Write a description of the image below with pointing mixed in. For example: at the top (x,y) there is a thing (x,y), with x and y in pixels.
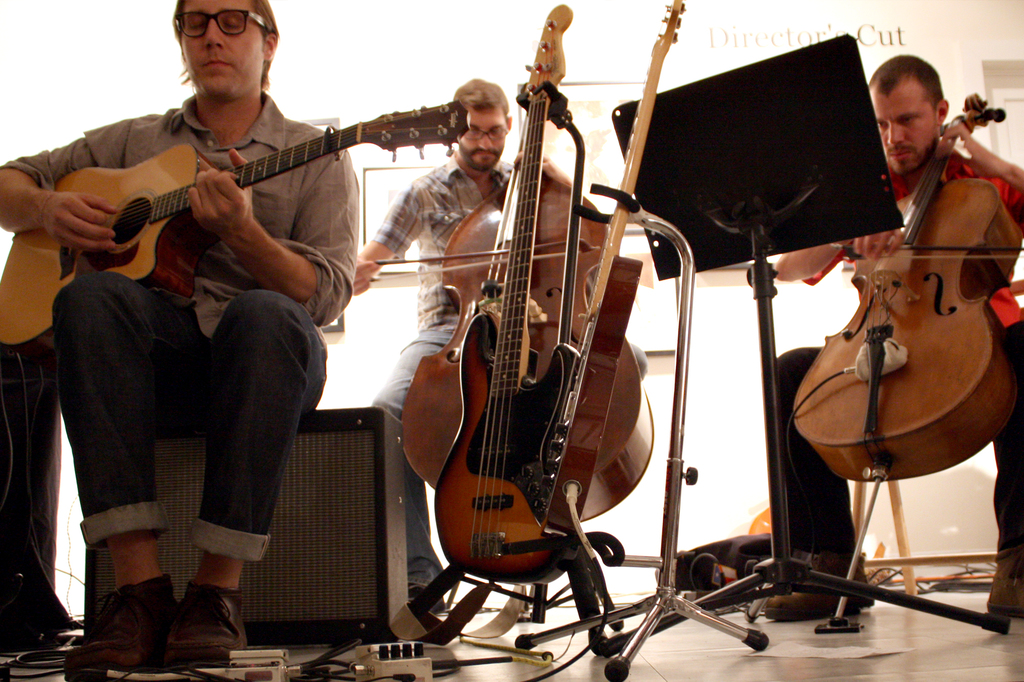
In this picture there are three people (924,123) playing musical instruments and there is book stand (768,238) in front of a guy (933,103).
